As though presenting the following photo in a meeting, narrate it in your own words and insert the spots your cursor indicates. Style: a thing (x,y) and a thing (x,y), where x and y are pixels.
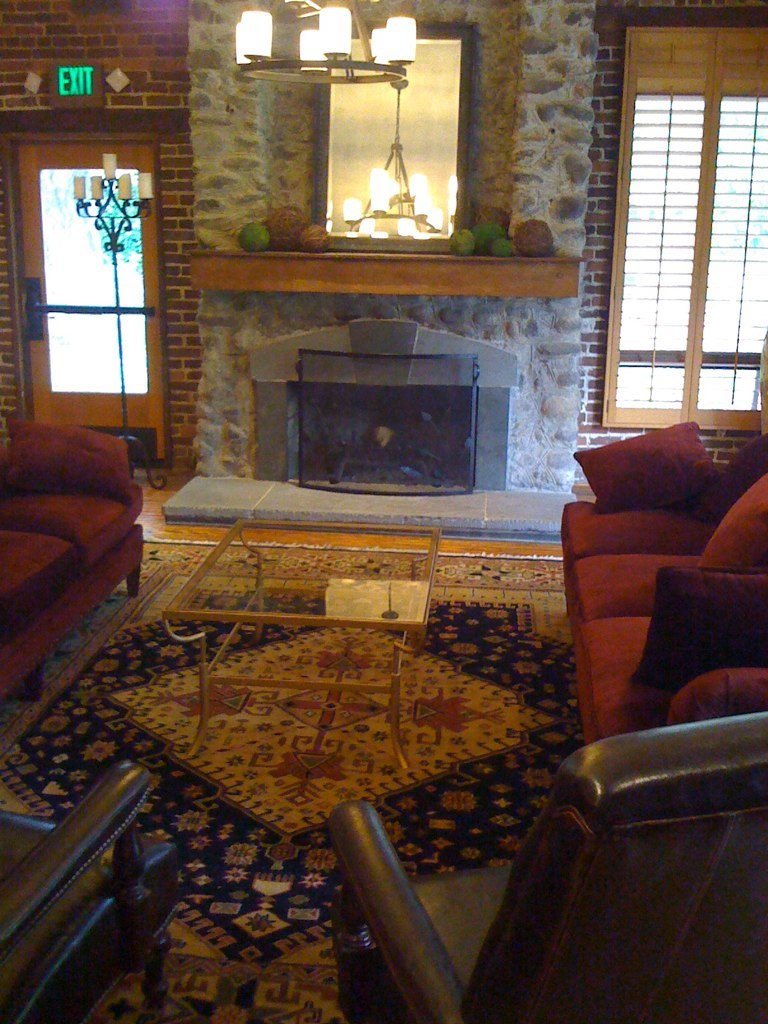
In this Image I see a sofa set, 2 chairs (452,902), a table (359,556) over here and In the background (197,10) I see the door (124,289), lights (342,41), mirror (414,159) and the wall (149,55).
